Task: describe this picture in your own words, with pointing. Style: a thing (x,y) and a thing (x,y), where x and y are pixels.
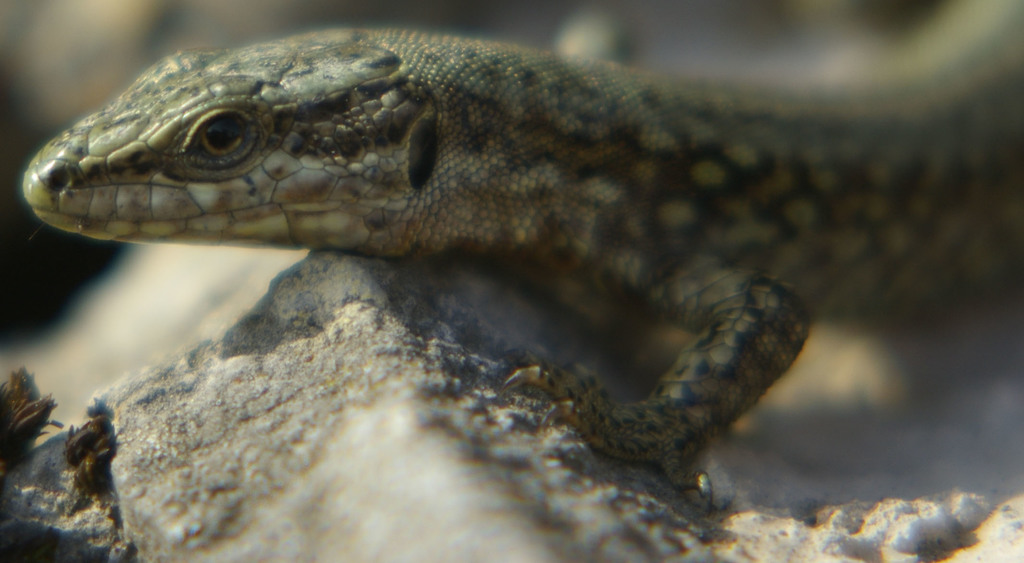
In this picture we can see a lizard (851,196) on a rock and in the background (859,59) it is blurry.
